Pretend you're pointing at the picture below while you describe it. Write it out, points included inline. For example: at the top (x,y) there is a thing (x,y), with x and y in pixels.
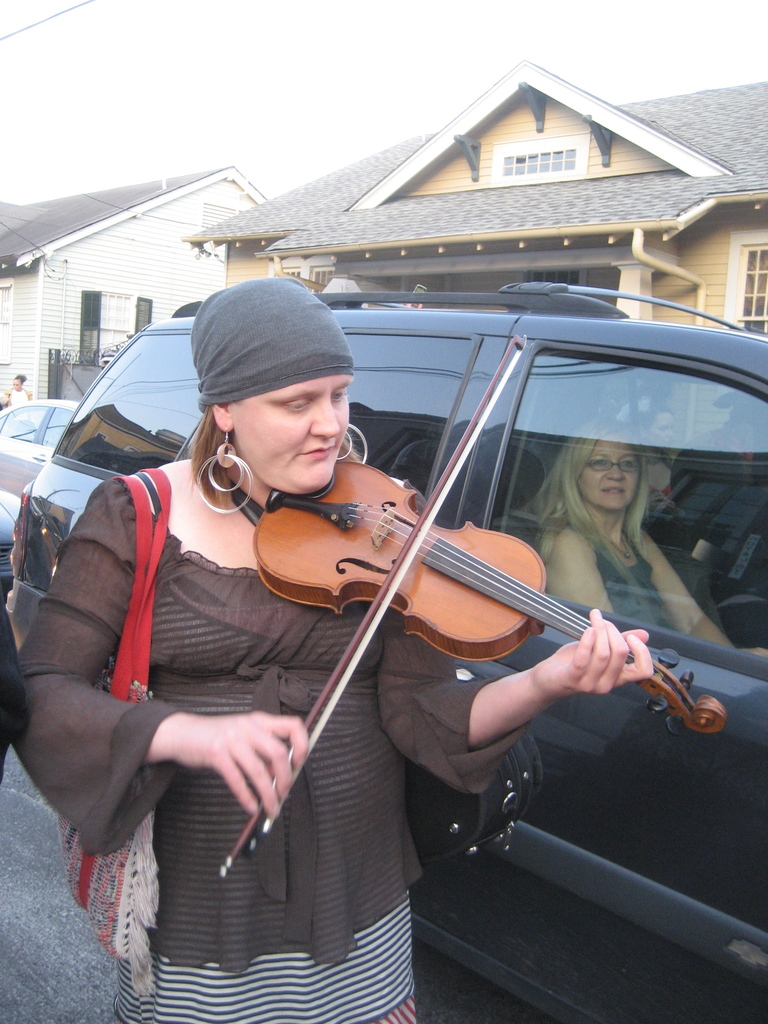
In this picture we can see sky (267,69) is cloudy, and here is the building (588,192) and a woman (227,376) is standing on the road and playing the violin (381,544), and here is the car (536,430) on the road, and a woman (619,562) sitting in it.
